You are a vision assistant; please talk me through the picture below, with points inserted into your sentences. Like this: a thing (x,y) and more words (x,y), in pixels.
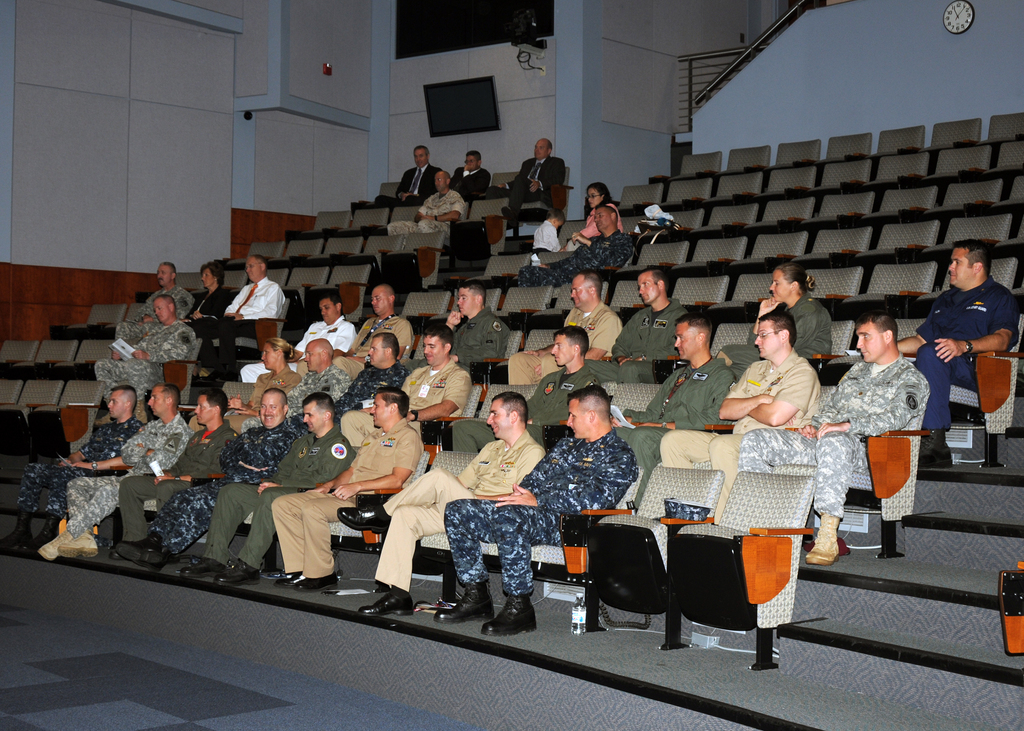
This picture might be clicked in the auditorium (384,523). In this picture, we see men (310,410) in uniforms (496,524) are sitting on the chairs (658,387). Behind them, we see a staircase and an iron railing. Beside that, we see a white wall (552,106) on which television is placed. On the right side of the picture (928,614), we see a staircase (873,675).
